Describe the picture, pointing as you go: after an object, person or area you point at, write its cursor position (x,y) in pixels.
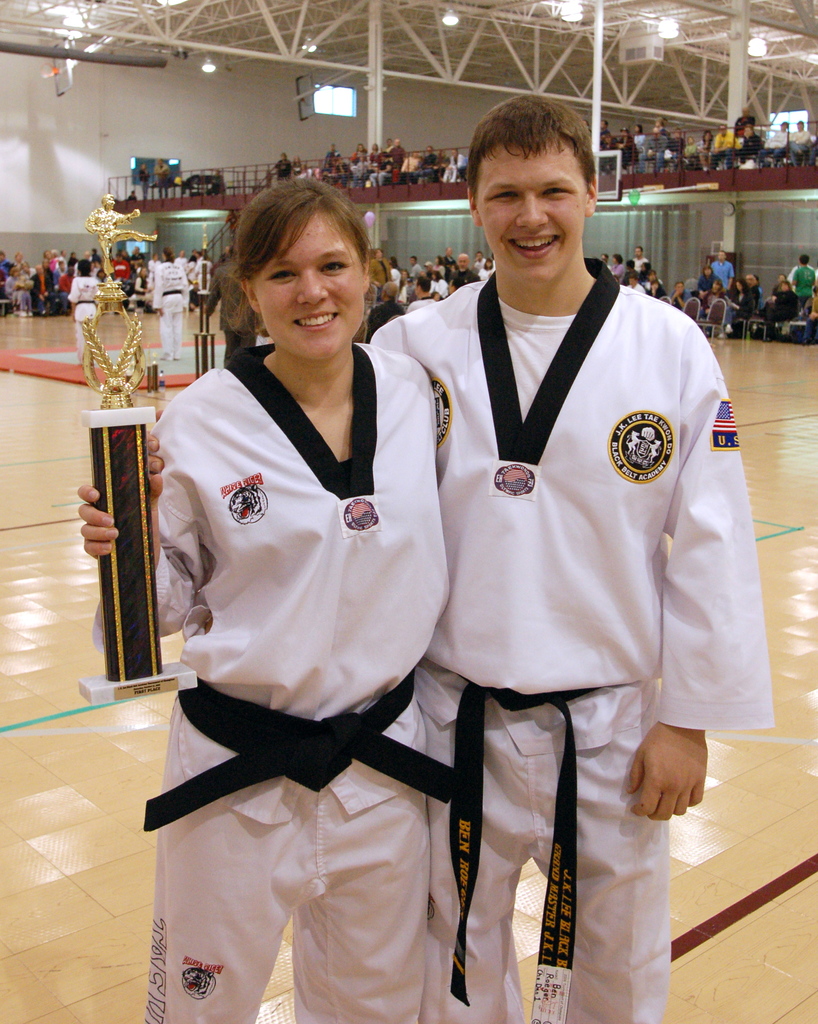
In this picture we can see a man (573,598) and a woman (388,606) are standing and smiling in the front (545,535), this woman (372,516) is holding a trophy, in the background (747,276) there are some people (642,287) standing and some people (731,141) are sitting on chairs (717,316), we can see lights (666,19) and metal rods (575,36) at the top of the picture (571,18).
